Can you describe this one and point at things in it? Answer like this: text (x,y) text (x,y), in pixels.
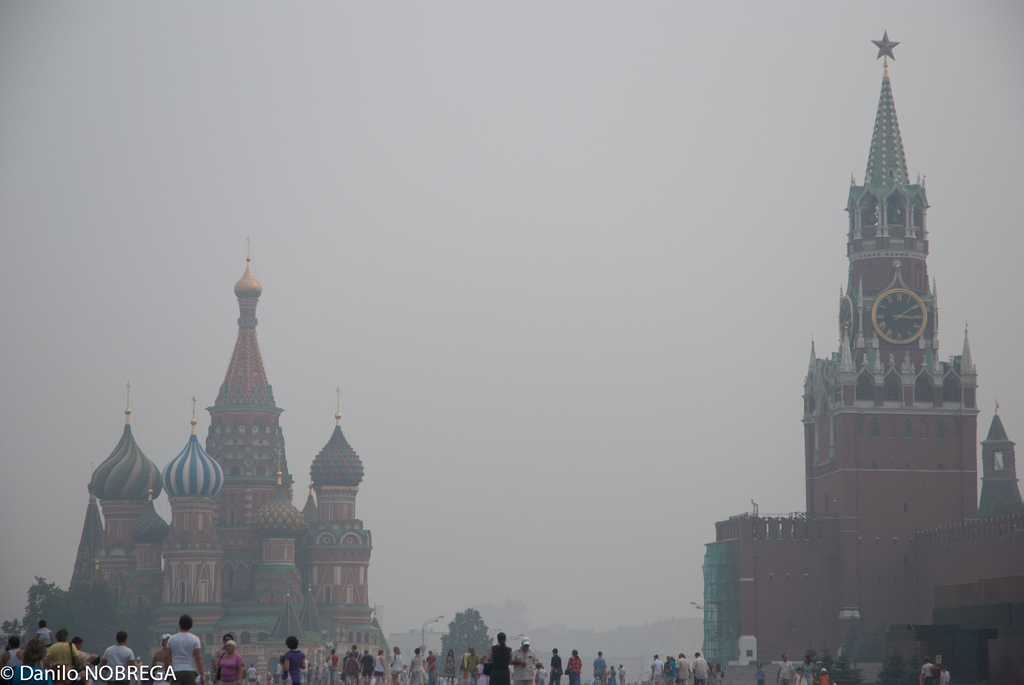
In this picture I can see group of people (688,667) standing, there are poles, lights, trees (473,626), there is a cathedral (123,553), there is a building (859,292) with clocks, and in the background (515,286) there is sky (406,519) and there is a watermark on the image.
